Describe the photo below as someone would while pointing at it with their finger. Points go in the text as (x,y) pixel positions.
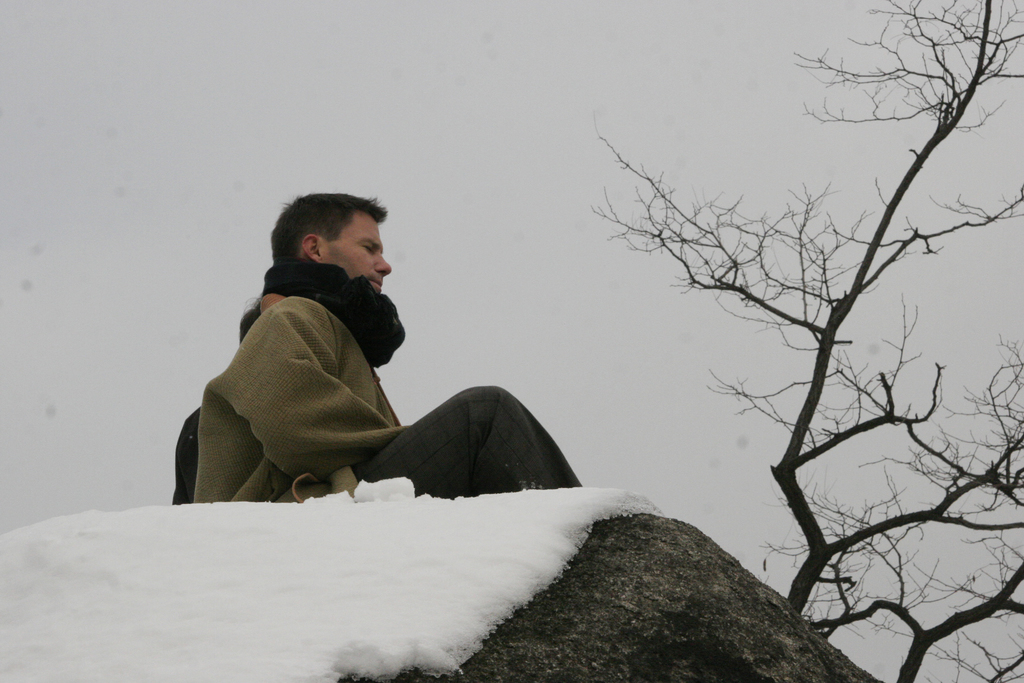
In this image we can see this person (260,352) wearing jacket (363,440) is sitting on the hill (229,512) which is covered with snow (305,656). Here we can see a tree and the plain background (96,220).
